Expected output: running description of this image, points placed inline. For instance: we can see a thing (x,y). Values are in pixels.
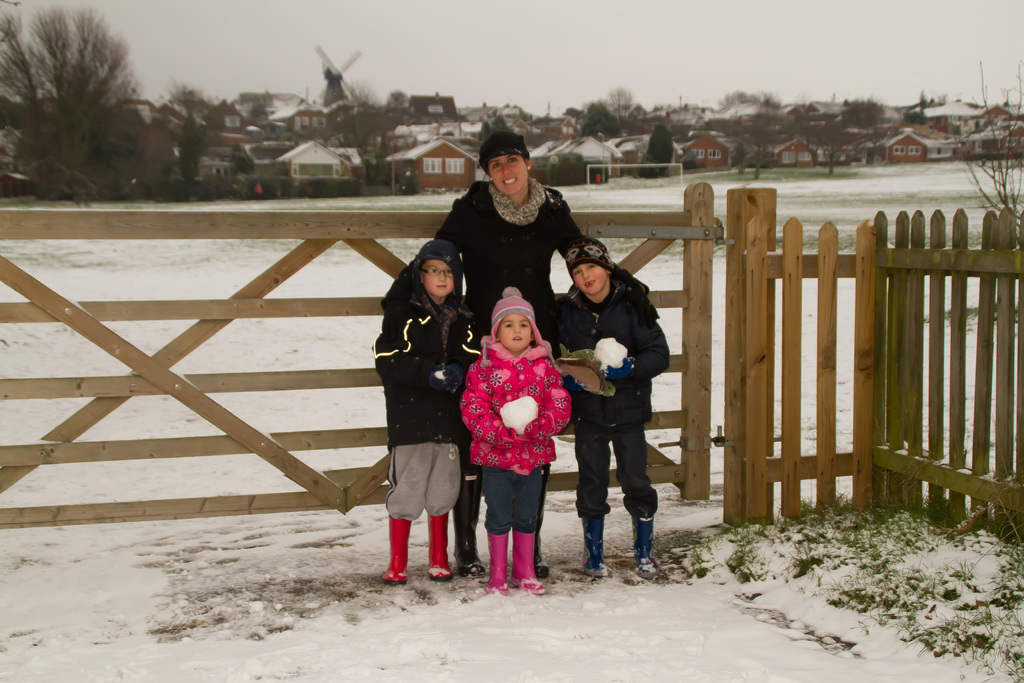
In the picture I can see a person (494,295) and children (533,450) are standing on the ground (554,605). In the background (786,375) I can see wooden fence (741,393), the snow (537,607), houses (428,164), trees (72,149), the sky (672,47) and some other objects (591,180).
